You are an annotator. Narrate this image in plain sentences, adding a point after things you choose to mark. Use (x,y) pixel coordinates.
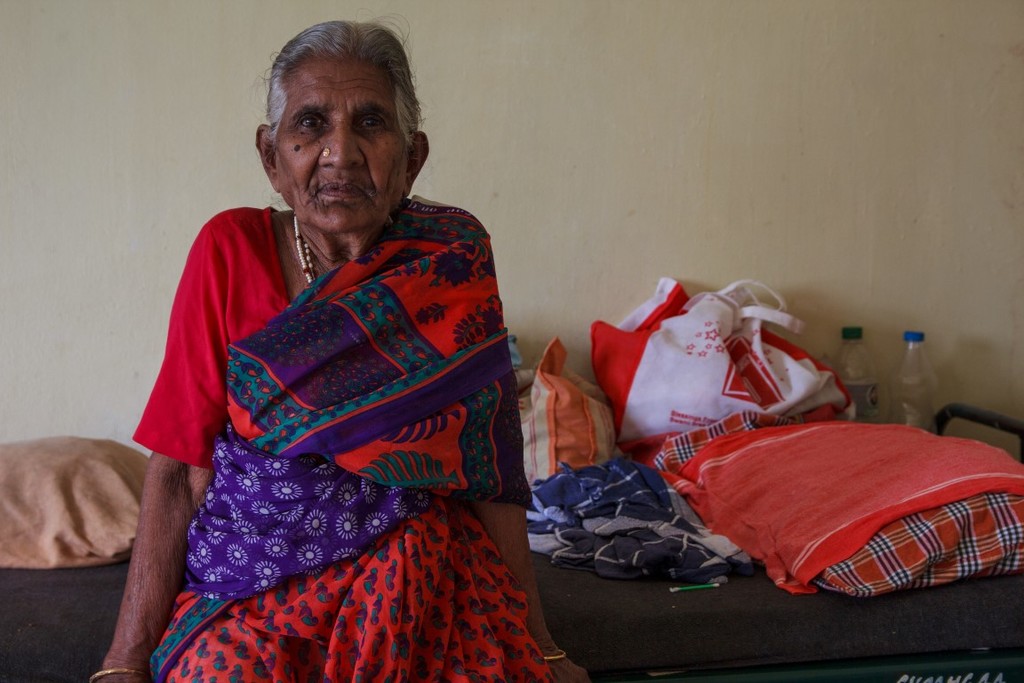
In this image I can see a person (298,331) wearing red, green and purple color saree (276,405) is sitting on the bed (718,601). I can see few clothes (611,531), few bags (656,400), a pillow (818,476) and two bottles (867,394) on the bed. In the background (743,165) I can see the cream colored wall (641,181).
